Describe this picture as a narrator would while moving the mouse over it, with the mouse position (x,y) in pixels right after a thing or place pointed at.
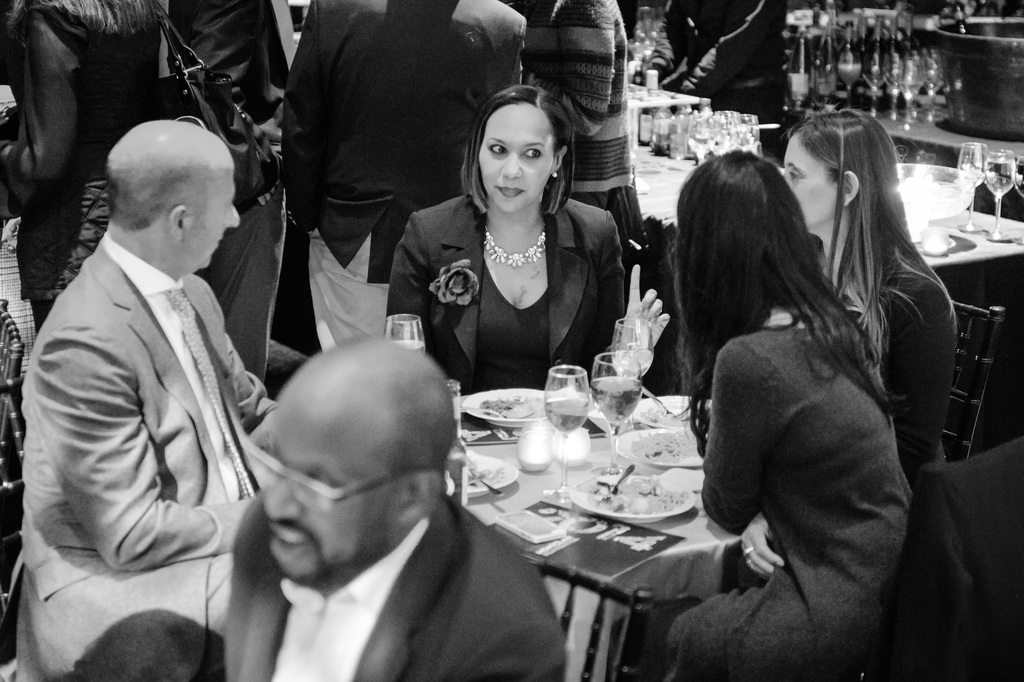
Here we can see a group of persons (406,263) sitting on the chair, and in front (670,438) here is the table (600,469) and glasses (579,406) and some objects (617,479) on it, and at back (257,107) a group of persons (280,107) are standing, and here are the bottles (877,105).
